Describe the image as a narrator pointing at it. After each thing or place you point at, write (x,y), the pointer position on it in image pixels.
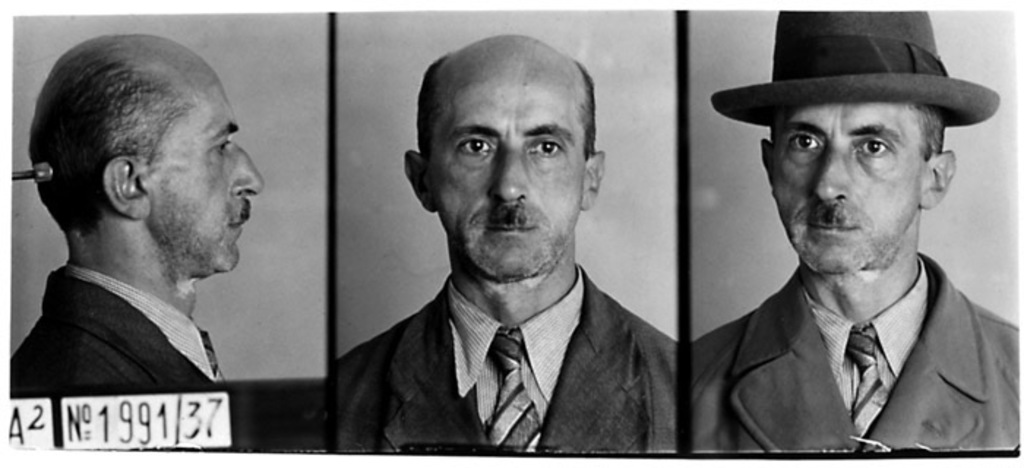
Here in this picture we can see a collage of a person (76,293), in which on the right side (843,233) we can see the person (862,232) wearing a coat (808,354) and hat (843,101) and in the middle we can see the person (479,354) is wearing only the coat (388,353) and on the left side (196,317) we can see the person (154,248) is showing his side view over there.
